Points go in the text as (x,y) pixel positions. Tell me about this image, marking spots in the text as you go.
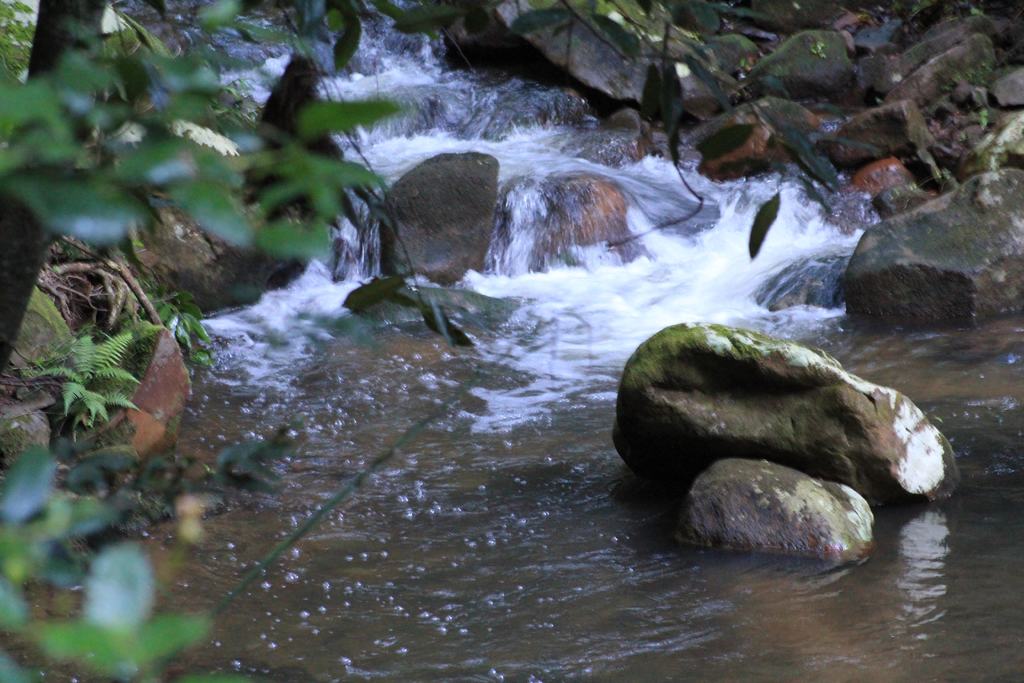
In this image we can see the trees (140,205), stones (909,94) and water flow (523,263).
